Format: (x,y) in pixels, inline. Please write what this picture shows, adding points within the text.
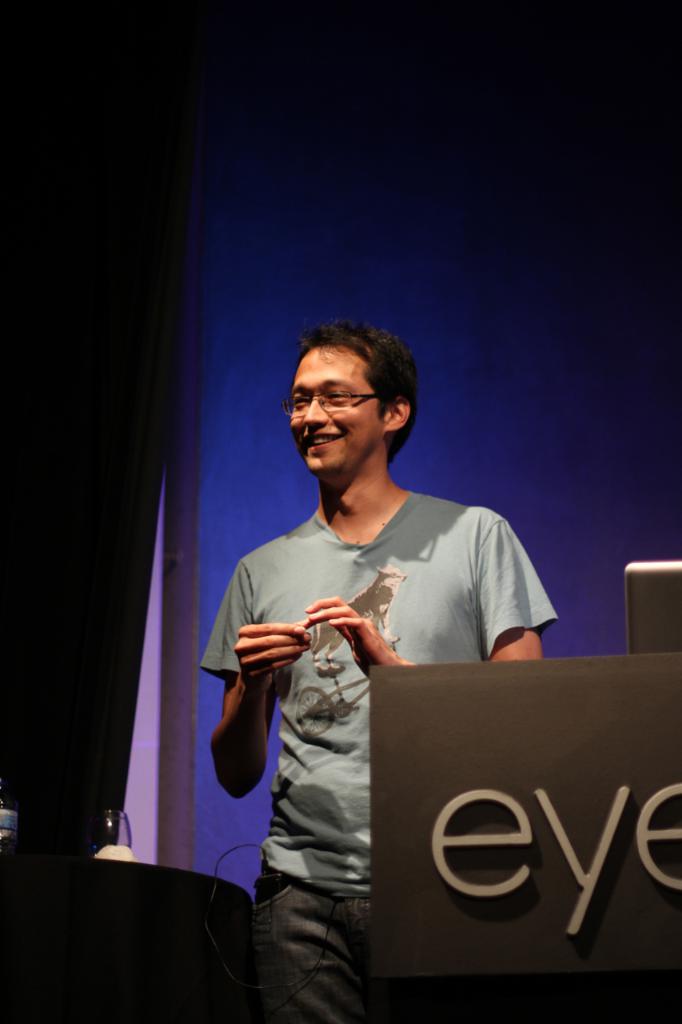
In this image, in the middle (372,382), we can see a man (456,569) wearing a blue color shirt (324,582). On the right side (653,685), we can also see a board (574,916), on the board (480,907), we can see some text (523,877) written on it. In the left corner (109,909), we can also see black color. In the background (459,50), we can also see blue color.
